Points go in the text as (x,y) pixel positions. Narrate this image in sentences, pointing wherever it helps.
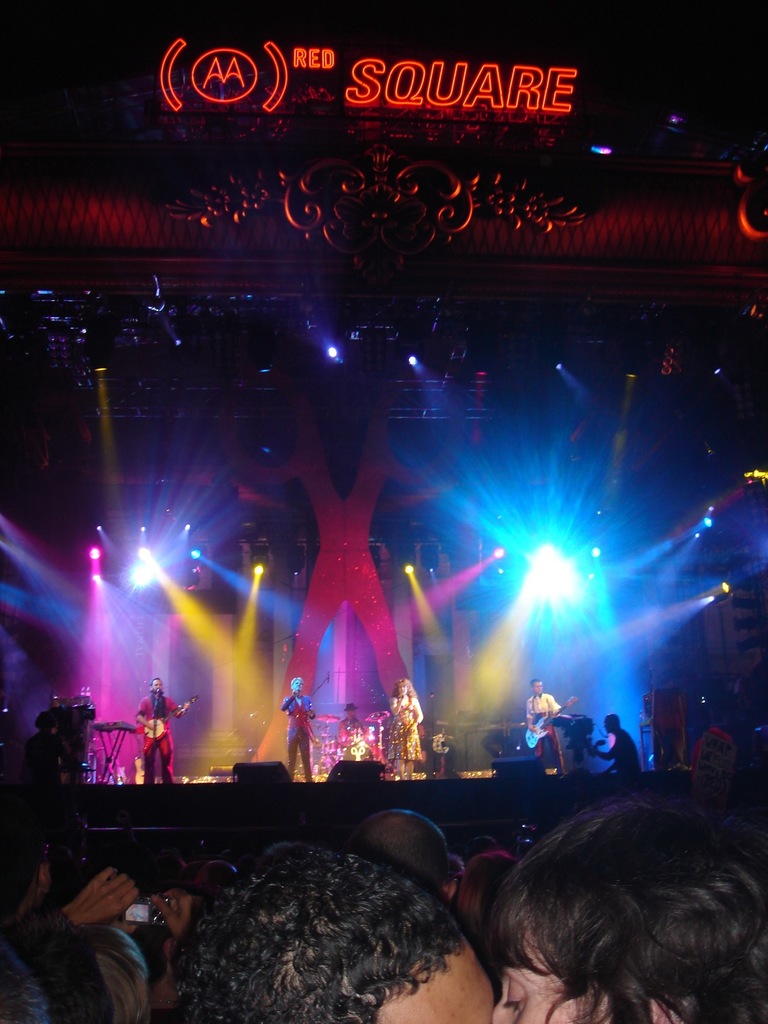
In the image it looks like some music concert, the people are playing music instruments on the stage (303,810) and in front of the stage (440,652) there is a crowd (609,924) and there is some name (165,53) with lights (173,93) above the stage (280,336).
